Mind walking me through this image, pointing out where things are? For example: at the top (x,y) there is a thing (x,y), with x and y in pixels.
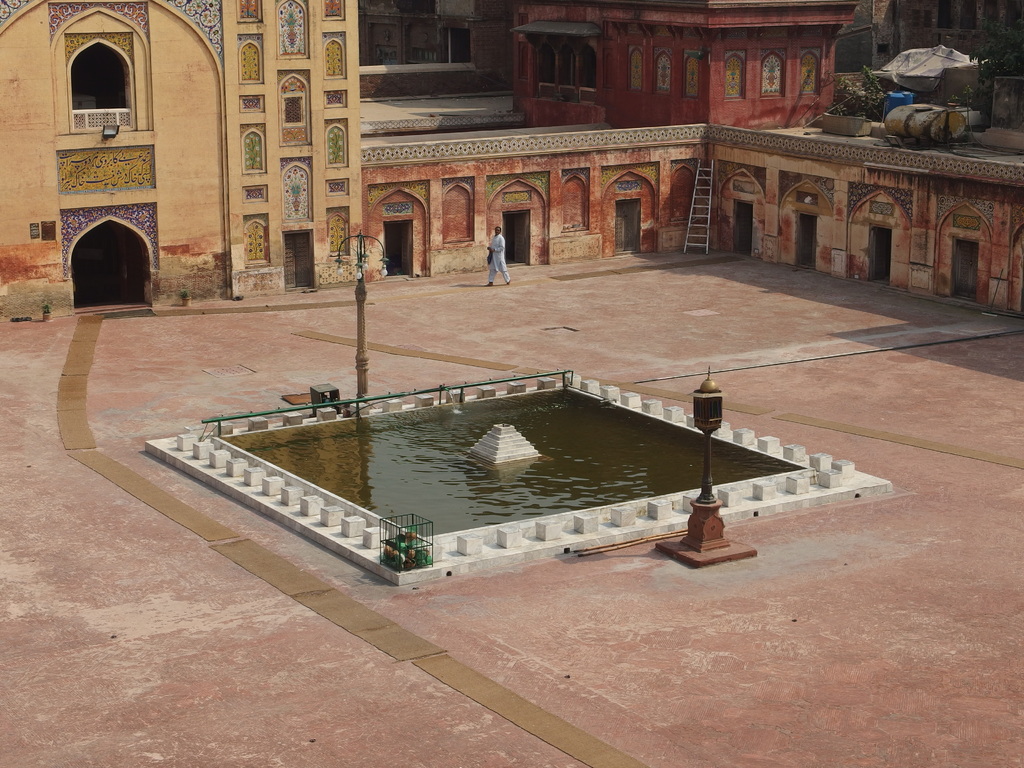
In this image in the center (461,477) there is a water (464,471), and there are poles (362,377). In the background (501,248) there is a man (499,263) walking and behind the man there is a fort (218,137). On the right side (706,212) there is wall (721,207).
